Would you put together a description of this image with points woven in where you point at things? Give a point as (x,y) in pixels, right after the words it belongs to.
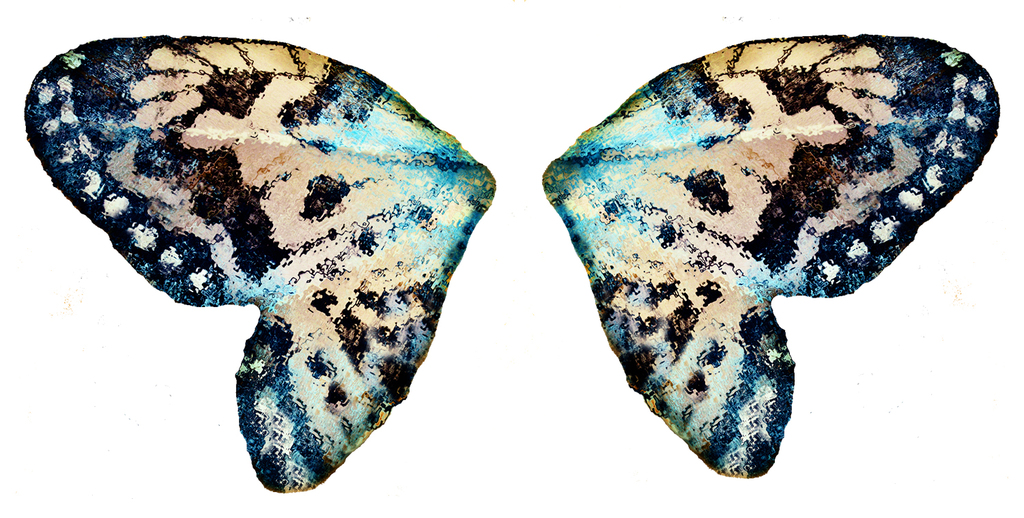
In this image I can see two butterfly wings (715,292). The background (865,462) is white in color. This image is taken may be during a day.
